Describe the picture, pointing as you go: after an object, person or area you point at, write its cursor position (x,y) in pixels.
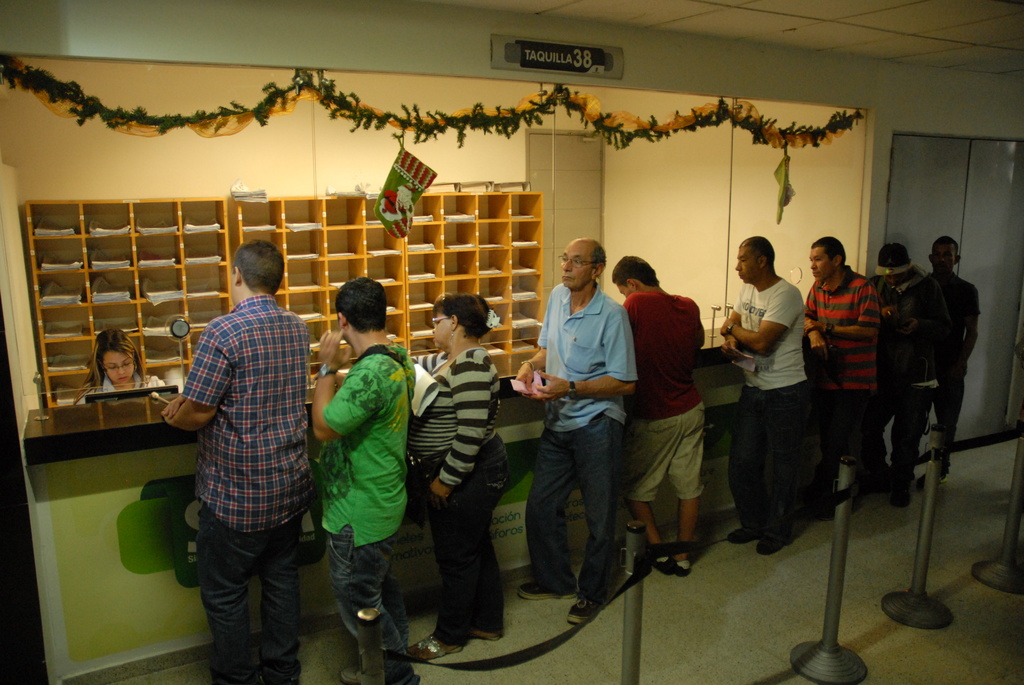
There are few people (495,454) standing in a queue (248,516). Here is the woman (111,374) sitting. These are the racks (230,241) with the papers (73,295) in it. These look like the decorative items (601,119). On the right side of the image (936,238), that looks like a door (995,263). These look like the rope barriers (381,639), which are on the floor (761,607).
